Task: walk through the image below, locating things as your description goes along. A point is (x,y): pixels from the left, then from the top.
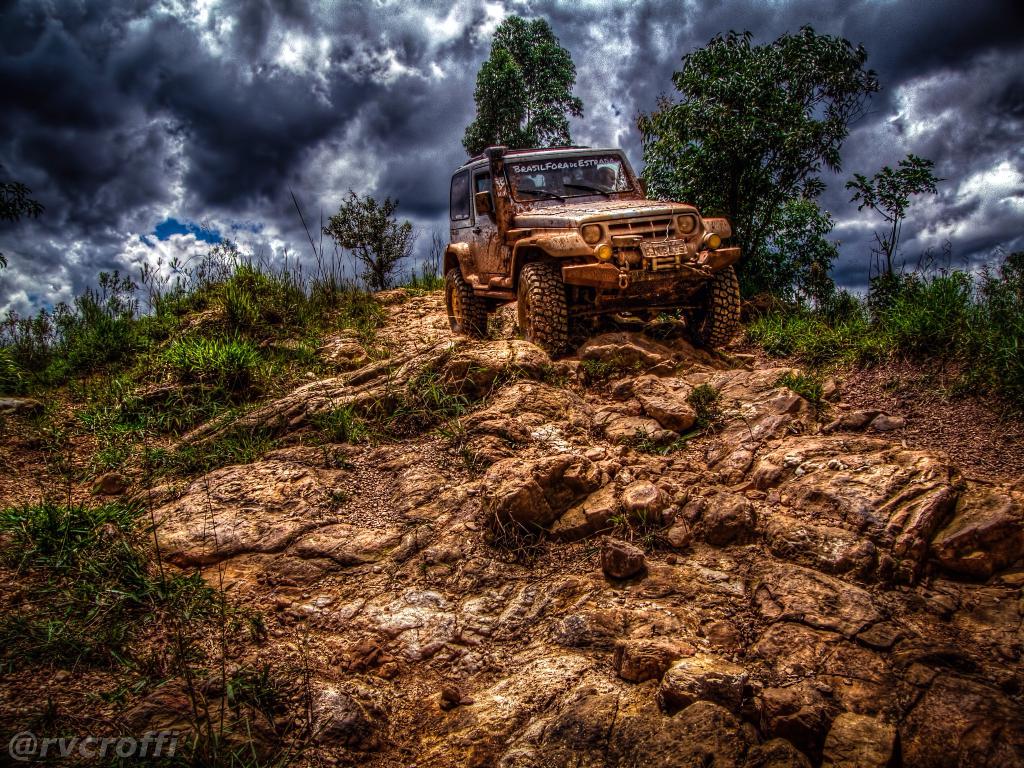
We can see vehicle (487,161), grass (62,537), plants (914,170) and trees (509,136). In the background (470,49) we can see the sky (864,23) with clouds (851,22). In the bottom left side of the image (12,748) we can see watermark (120,754).
